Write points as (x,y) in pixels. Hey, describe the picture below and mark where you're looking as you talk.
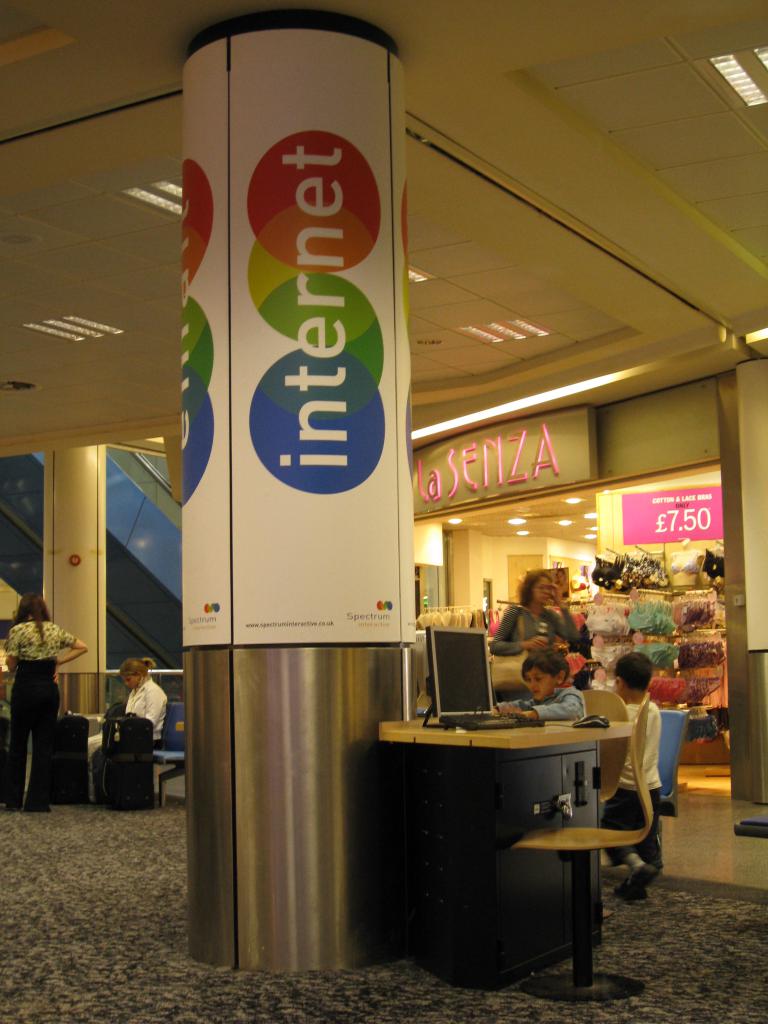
A place where there is a pillar (197,187) in the center of the room (172,428) and a table (517,730) which has a system (449,697) and some people (43,754) around the pillar (407,702).
